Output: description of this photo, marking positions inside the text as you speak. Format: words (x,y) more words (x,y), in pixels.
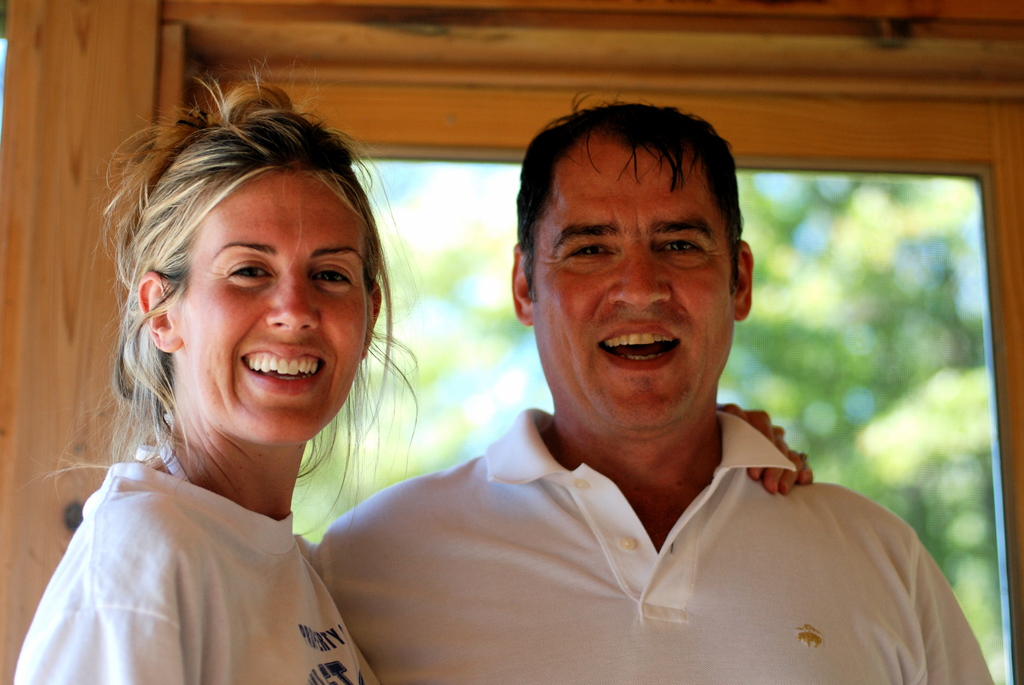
In the picture i can see a man (348,565) and woman (243,509) wearing white color T-shirt (490,565) standing and in the background (892,183) there are some trees (884,442).
